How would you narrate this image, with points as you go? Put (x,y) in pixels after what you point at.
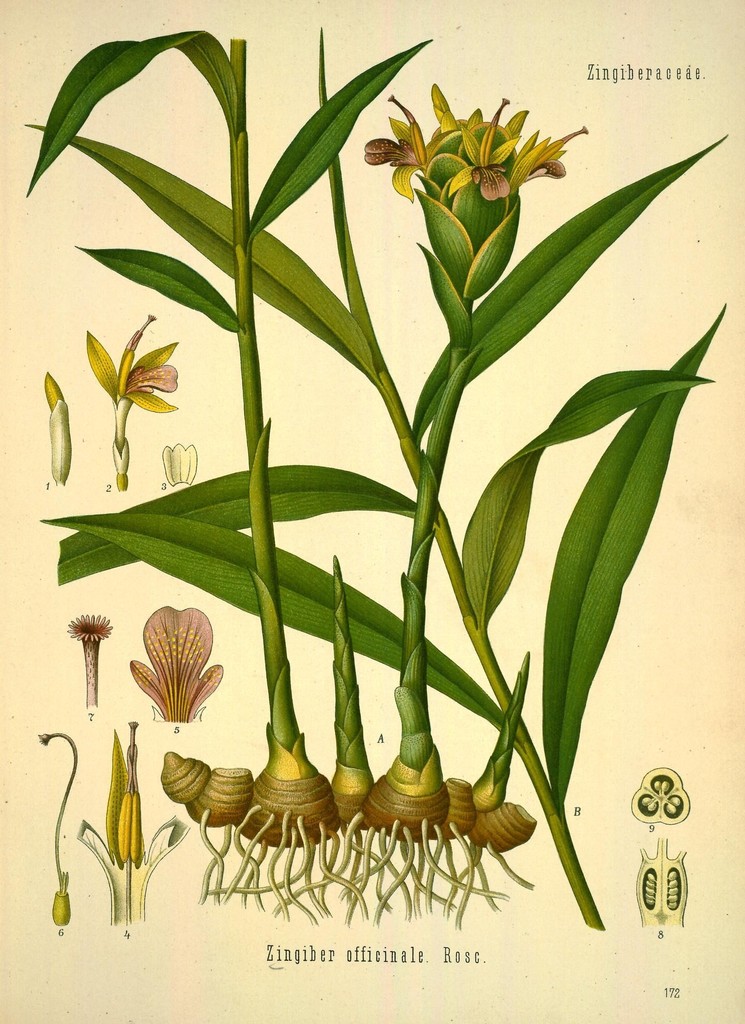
This image is an edited and graphical image in which there is a plant (509,703) and there are some text (382,740) written on the image.
